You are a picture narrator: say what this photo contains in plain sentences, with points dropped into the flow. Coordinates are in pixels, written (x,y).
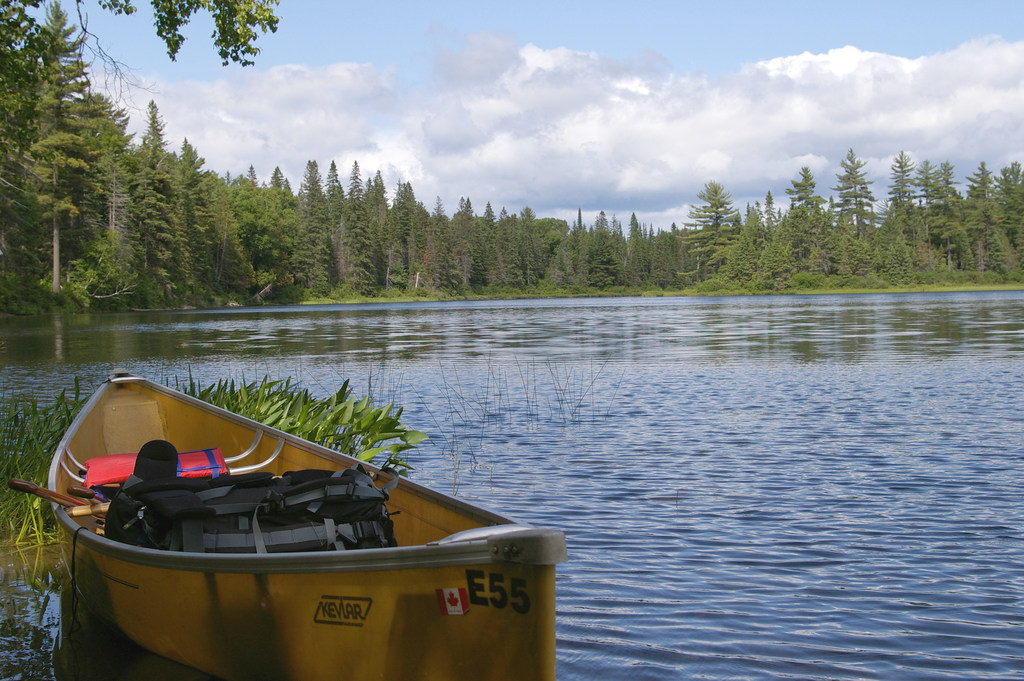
In this picture we can see a boat (281,631) on the water (180,376). We can see a bag (181,543) and some objects (108,481) on the boat (262,437). There are a few plants (17,418) in the water (5,382) visible on the left side (35,428). We can see a wooden pole (58,289) and a few trees (76,240) in the background (47,221). Sky (205,120) is blue in color and cloudy.
